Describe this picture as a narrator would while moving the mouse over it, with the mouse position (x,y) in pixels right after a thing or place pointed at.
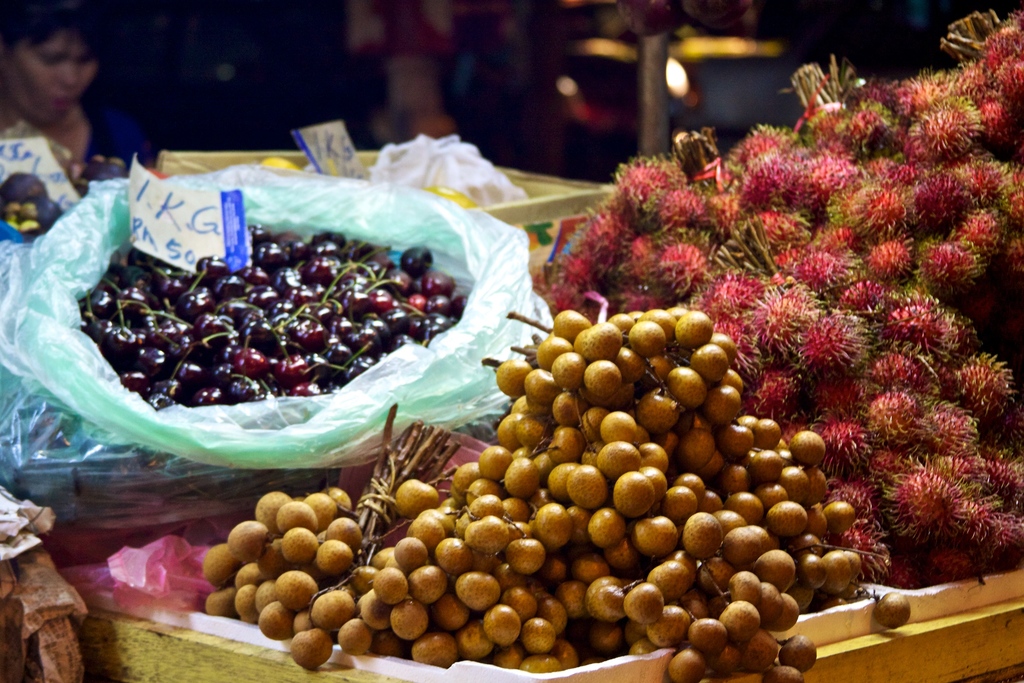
In this picture I can see some fruits (729,440) are kept on the table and a woman (82,145) sitting behind the table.
